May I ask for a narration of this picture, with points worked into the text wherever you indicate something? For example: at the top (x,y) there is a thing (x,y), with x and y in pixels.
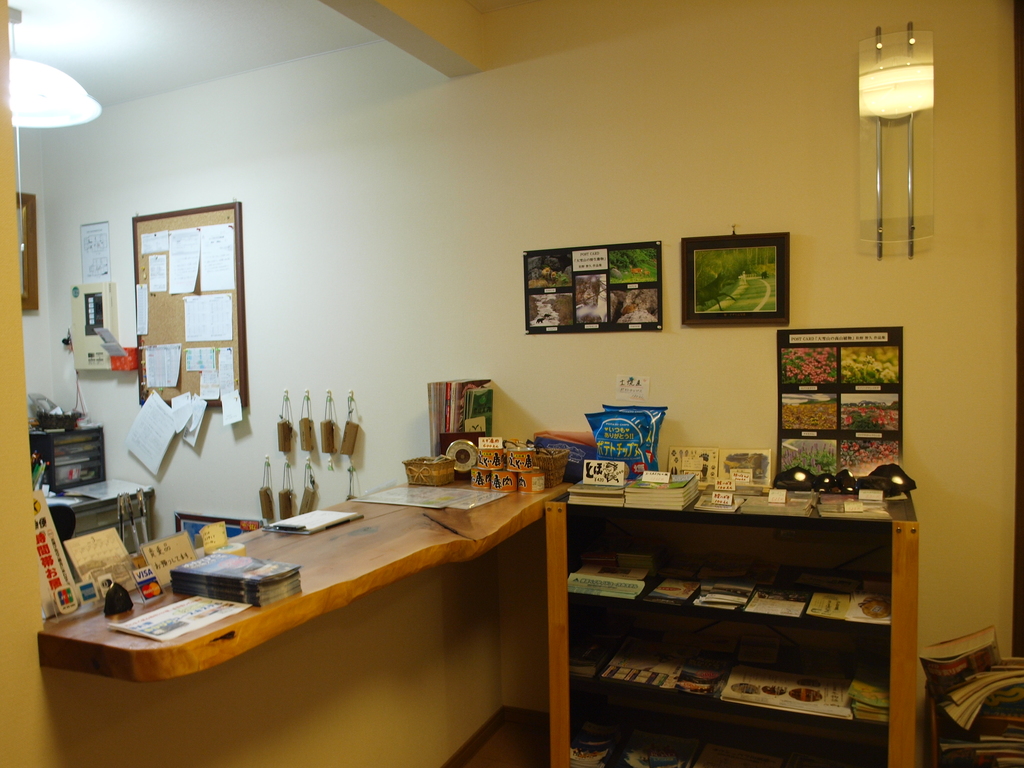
In this picture we have a table (398,549) and on the table (151,648) we can see books (233,590), paper (159,623), notepad (308,523), basket (440,474), boxes (497,478) and right of the table (563,484) here it is a rack (878,580) full of books (739,599) and left of the table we have printing machine (96,477) and above that attached to the wall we have notice board (197,391) sticked with the stickers (147,320) and a light (49,110) above it and frames (702,288) and packets (632,456) placed over the rack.
